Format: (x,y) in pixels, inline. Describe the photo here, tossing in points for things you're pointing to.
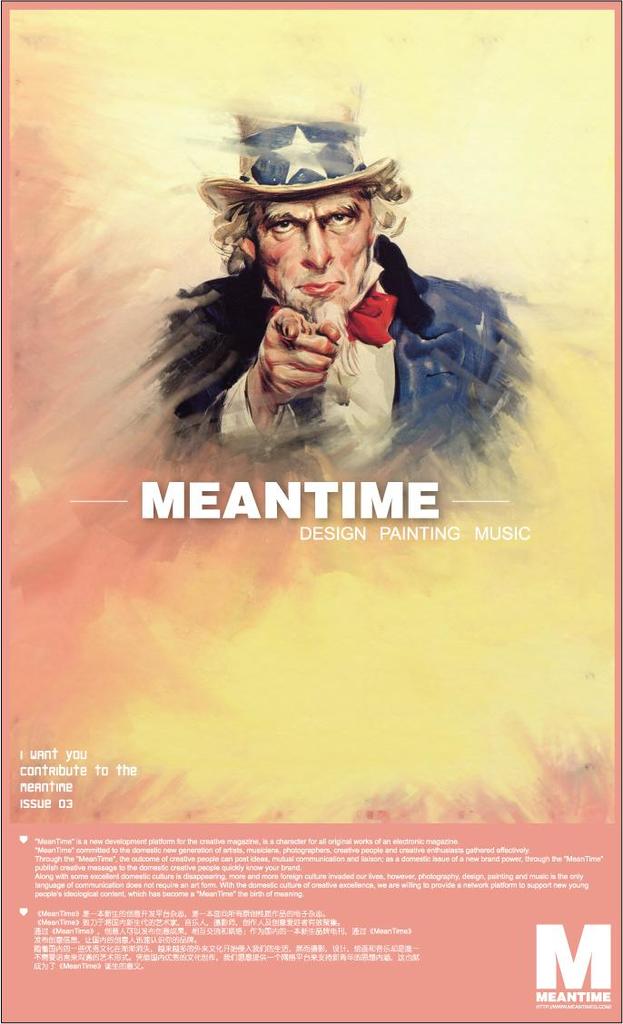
In this image I can see a poster (289,448) which is pink and yellow in color and I can see a person (307,351) wearing red, black, white and blue colored dress (386,302) and white and blue colored hat (310,176) on the poster (307,160).
